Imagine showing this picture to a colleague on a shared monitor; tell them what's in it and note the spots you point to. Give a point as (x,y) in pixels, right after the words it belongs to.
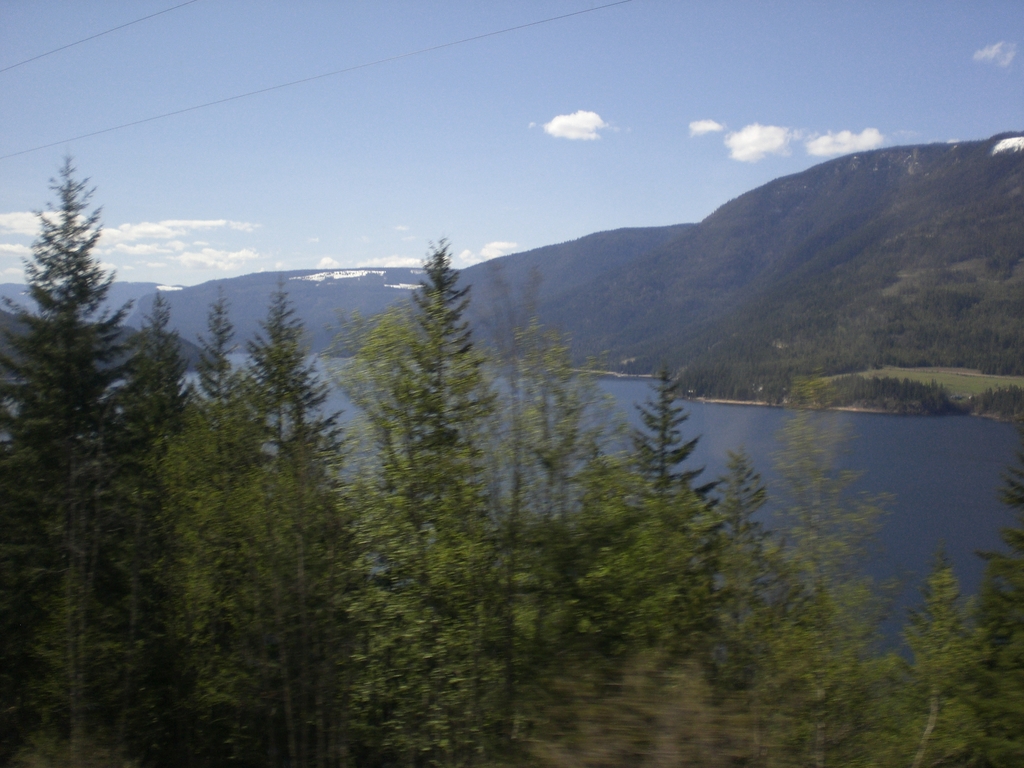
At the bottom (443,569) there are trees (603,552), in the middle (621,440) there is the water (777,464). On the right side (775,322) there are hills (823,262), at the top (463,133) it is the sky (534,151).
